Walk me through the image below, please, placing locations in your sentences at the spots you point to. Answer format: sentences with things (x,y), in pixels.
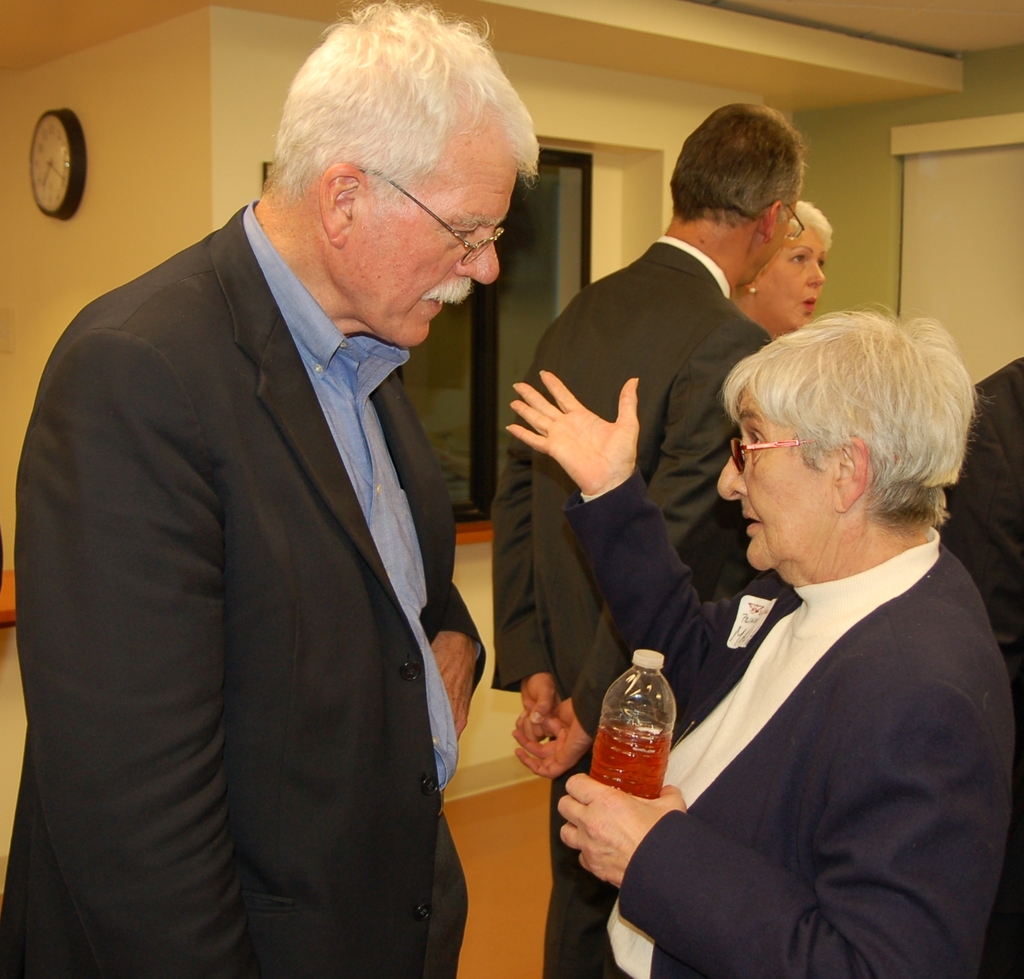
In the image we can see there are people (754,351) who are standing and the person (924,944) is holding juice bottle (623,780) in her hand (591,785) and on the wall (5,188) there is a clock (61,191) and all the people (456,697) are wearing suits (629,882).
